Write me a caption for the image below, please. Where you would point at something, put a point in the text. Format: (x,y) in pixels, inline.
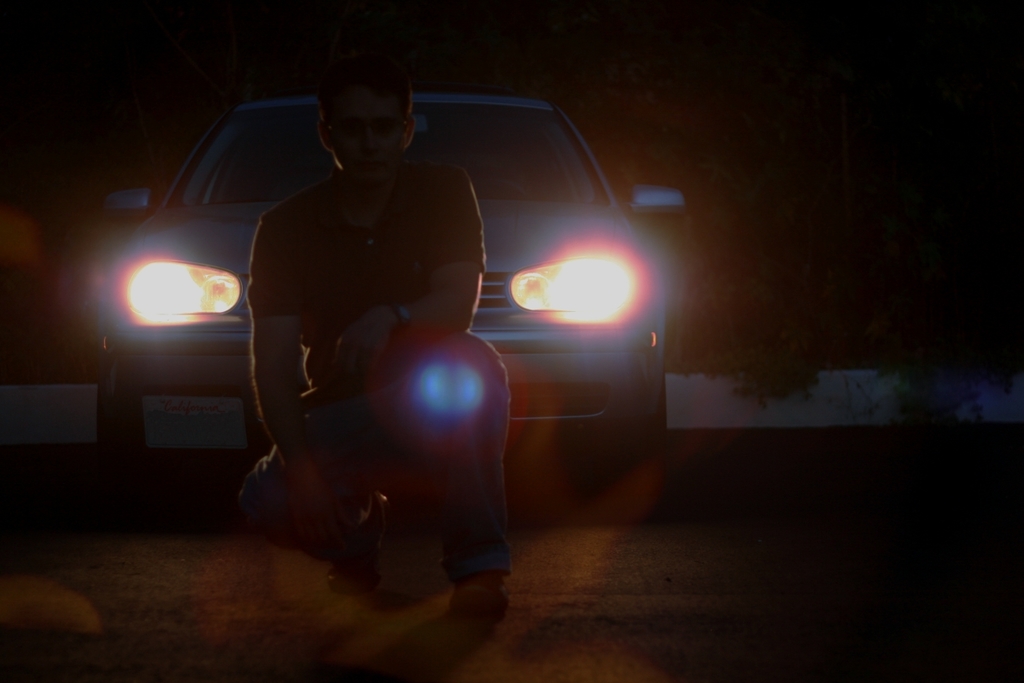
In this image I can see the person (458,476). In the background (546,302) I can see the vehicle (574,178) and I can also see the vehicle head lights (619,297).
